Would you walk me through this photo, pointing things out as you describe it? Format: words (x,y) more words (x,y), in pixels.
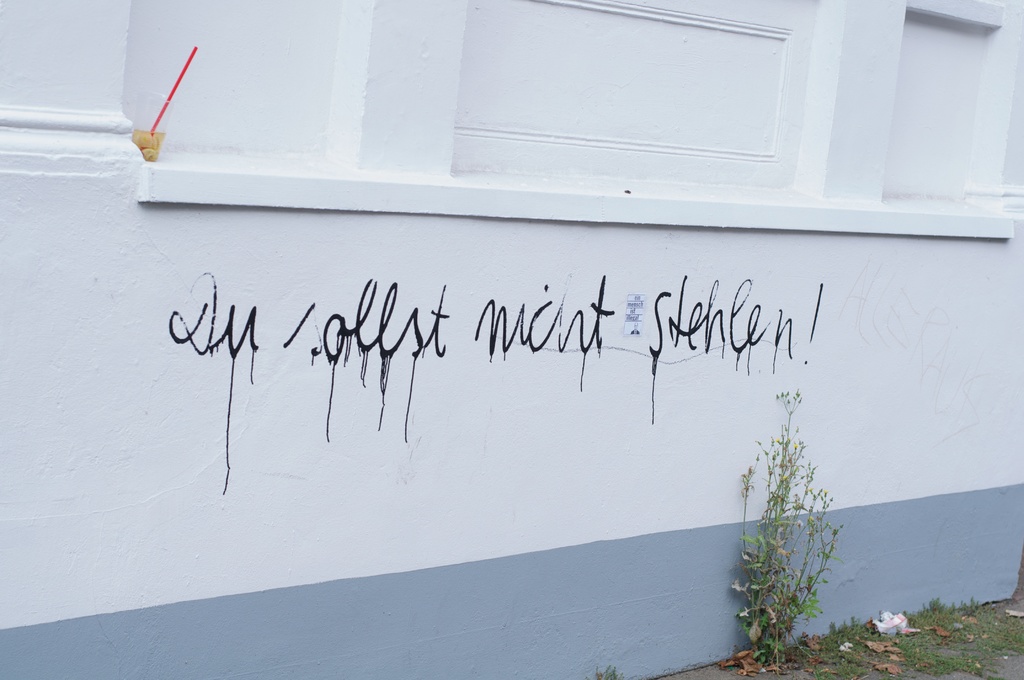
As we can see in the image there is a building (342,318), plant (757,643) and grass (838,639).
